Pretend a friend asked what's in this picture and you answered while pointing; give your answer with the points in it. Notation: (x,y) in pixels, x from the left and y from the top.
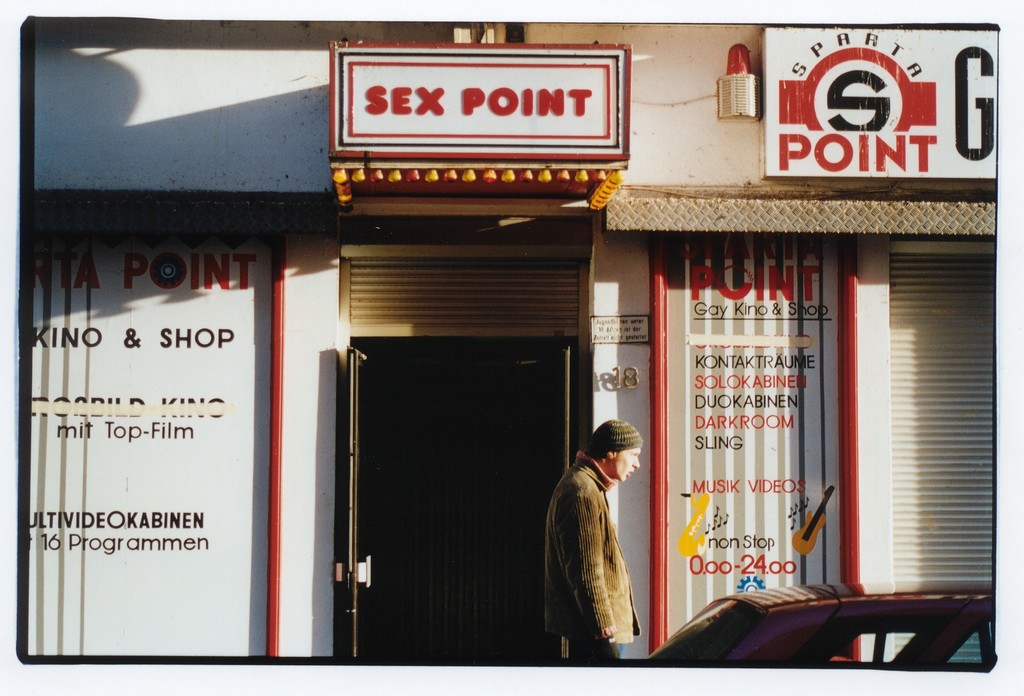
In the image there is a man (588,561) standing in front of a store (540,223) with a car (845,616) on the right side (829,621).
